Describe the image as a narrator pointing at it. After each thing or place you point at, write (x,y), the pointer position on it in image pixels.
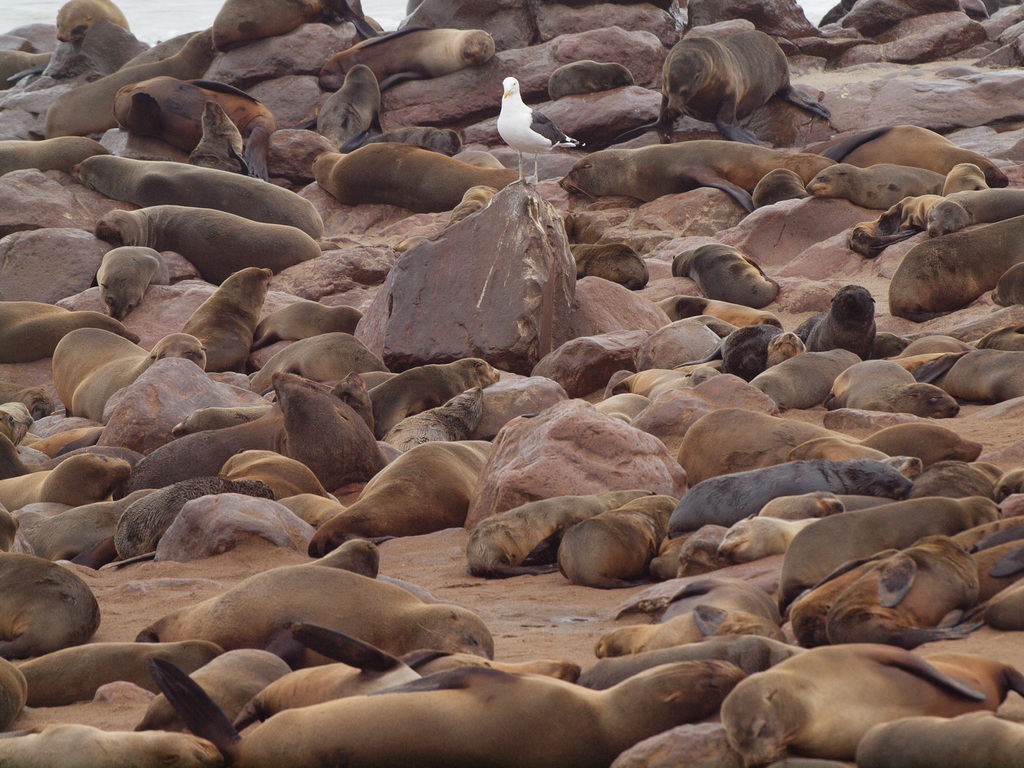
In this image we can see rocks (576,438) and seals (340,748). Middle of the image (446,298) there is a rock (465,237). Above that rock (497,313) there is a bird (531,131).
